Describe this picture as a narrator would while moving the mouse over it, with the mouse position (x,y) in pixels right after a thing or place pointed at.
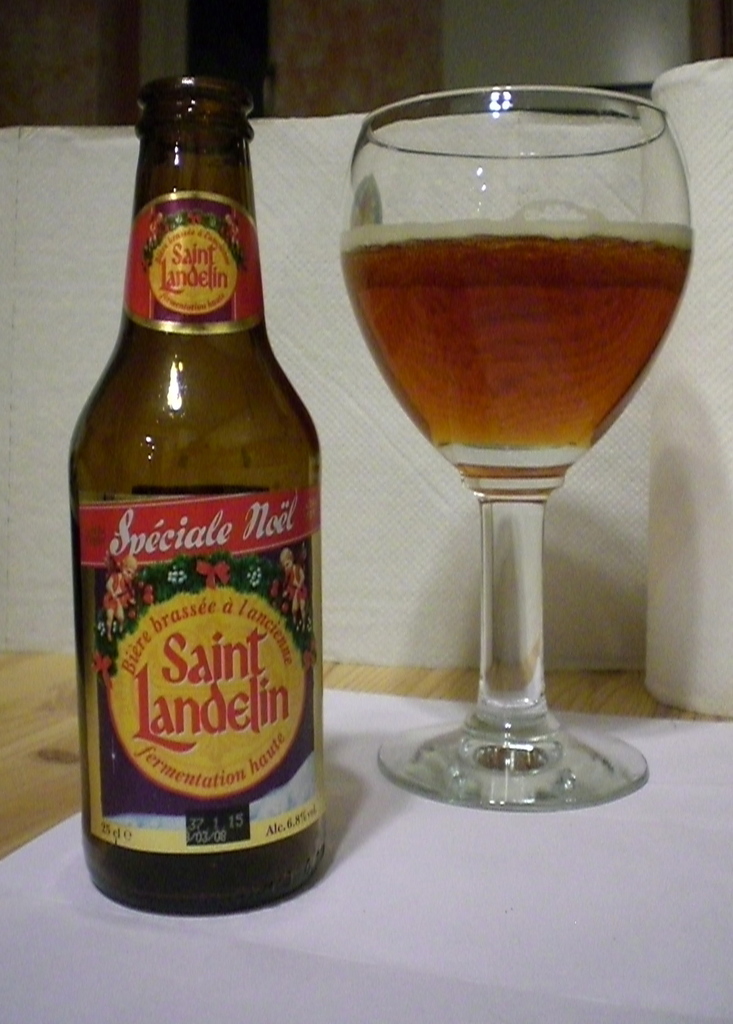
In this image, There is a table (5,837) which is in yellow color and on that table (381,871) there is a beer bottle (156,679) which is in brown color and there is a glass (500,417) which contains beer (512,347).
